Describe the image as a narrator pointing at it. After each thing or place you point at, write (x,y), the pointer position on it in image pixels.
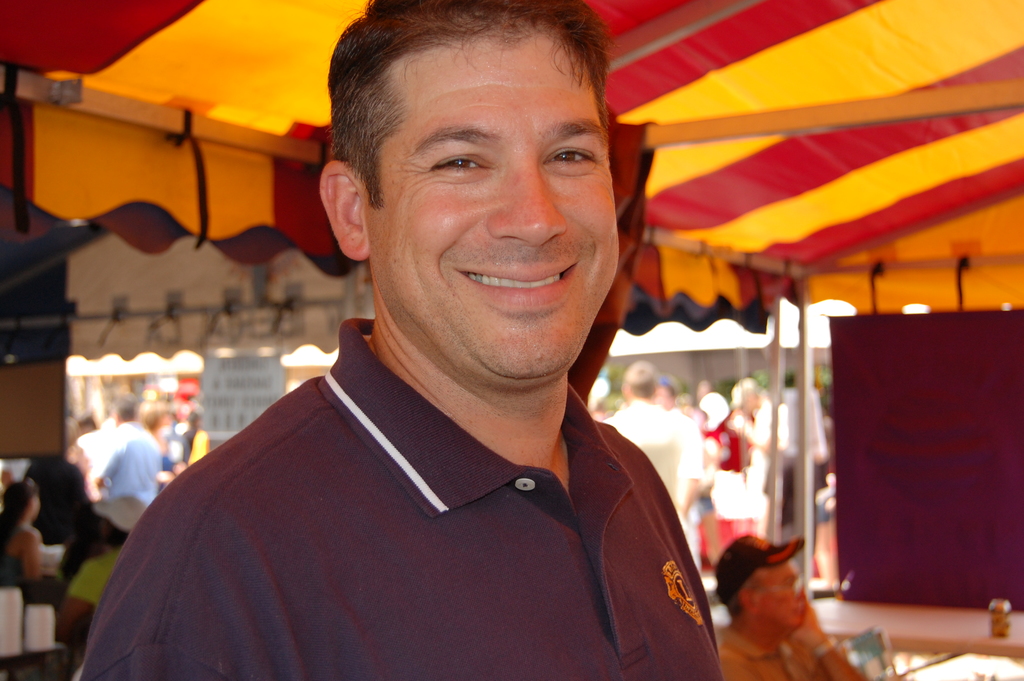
In the image a man (441,630) is standing and smiling. Behind him few people (682,518) are standing and sitting and there are some tents (653,228).
